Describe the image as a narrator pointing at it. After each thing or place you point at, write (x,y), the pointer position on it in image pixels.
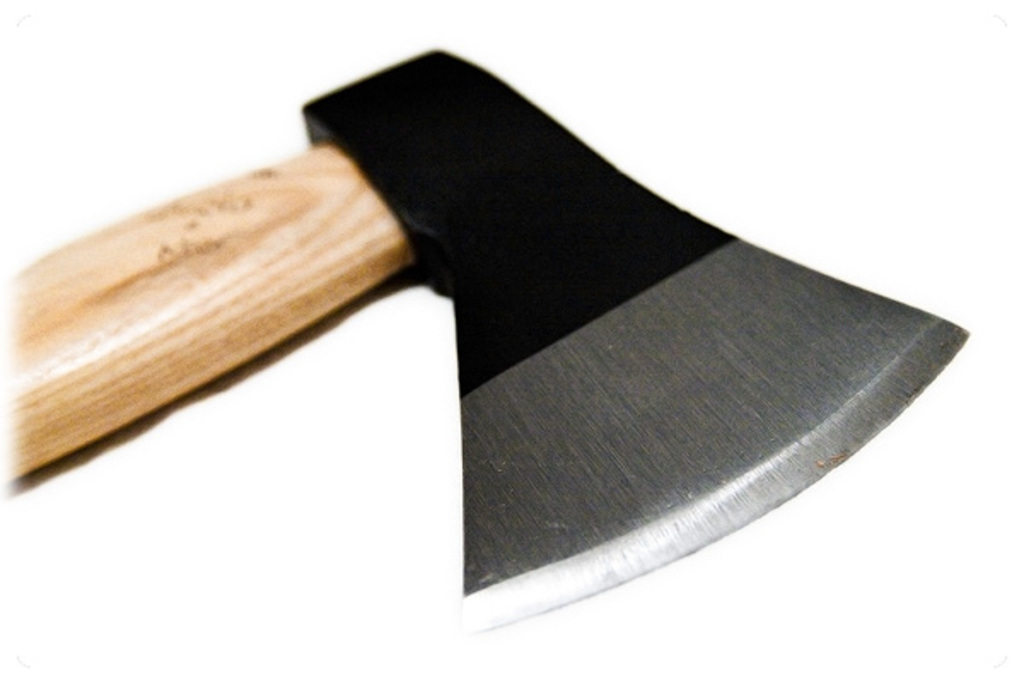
There is an axe (552,400) in the center of the image (499,295).
